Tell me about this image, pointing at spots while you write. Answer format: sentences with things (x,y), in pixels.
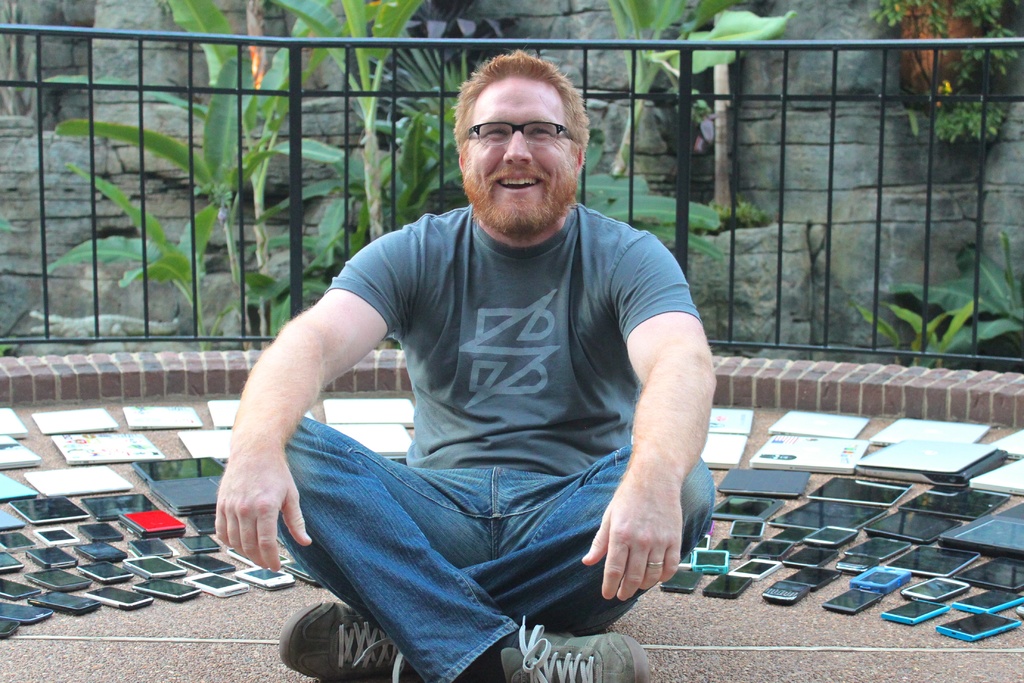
In this picture I can see a man (513,377) in the middle (477,455), behind him there are mobile phones (806,592), laptops (403,444) and other electronic devices (756,478), in the background (586,86) I can see few trees (431,143) and an iron grill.
